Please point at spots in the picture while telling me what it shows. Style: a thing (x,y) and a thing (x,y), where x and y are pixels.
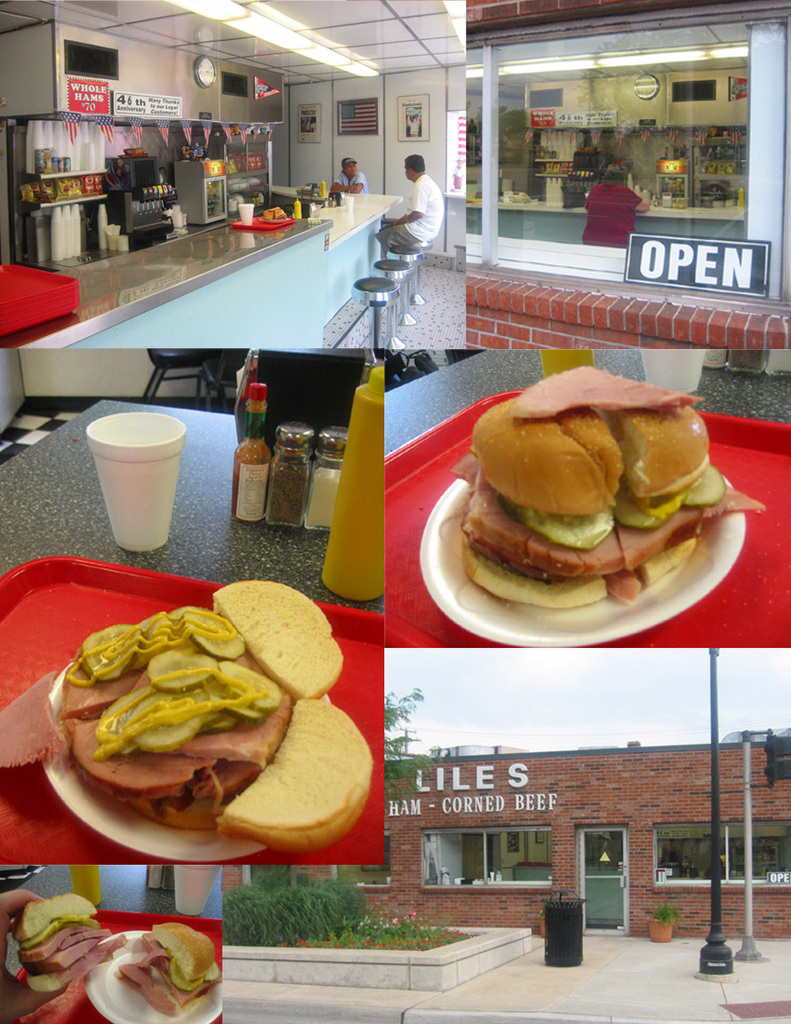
This is an edited image with the collage of images. In the foreground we can see the picture of a building (652,778), plants (321,929), sky (566,678), metal rods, tree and some other objects (285,956). In the center (497,488) we can see the food items (497,548) placed on the top of the table (423,393) and we can see a red color tray (60,611) and a glass (167,479) and some bottles (249,459) are placed on the top of the table (188,454). In the bottom left corner (7,913) there is a hand (11,899) of a person (25,984) holding the food (105,947). At the top (435,197) we can see the group of persons (433,185) sitting on the chairs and we can see there are some items (338,193) placed on the top of the table (214,249) and we can see many number of objects (137,193) in the cabinet (16,216). In the background (162,60) we can see the wall (170,62), clock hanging on the wall (283,105) and many other items (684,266) and we can see the text (729,276) on the board (692,270).
